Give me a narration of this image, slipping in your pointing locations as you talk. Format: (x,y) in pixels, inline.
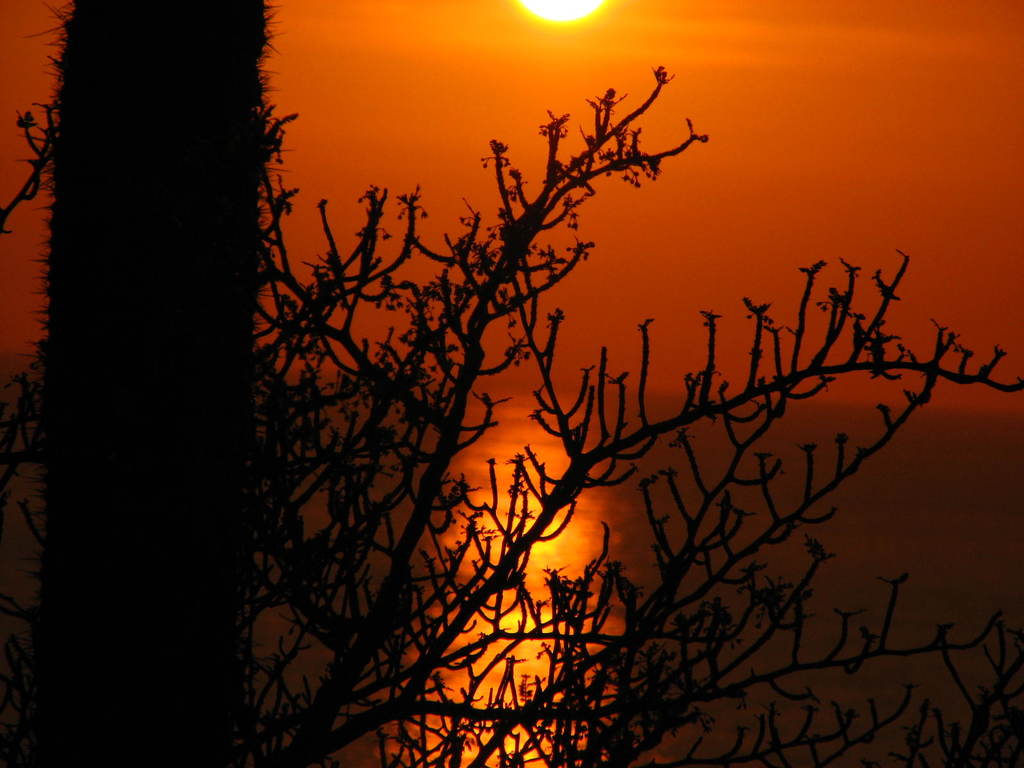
In this picture we can see a tree (153,468) in the front (527,468), it looks like water (966,518) in the background (849,499), there is the sky (536,75) and the sun (559,20) at the top of the picture (531,37).
